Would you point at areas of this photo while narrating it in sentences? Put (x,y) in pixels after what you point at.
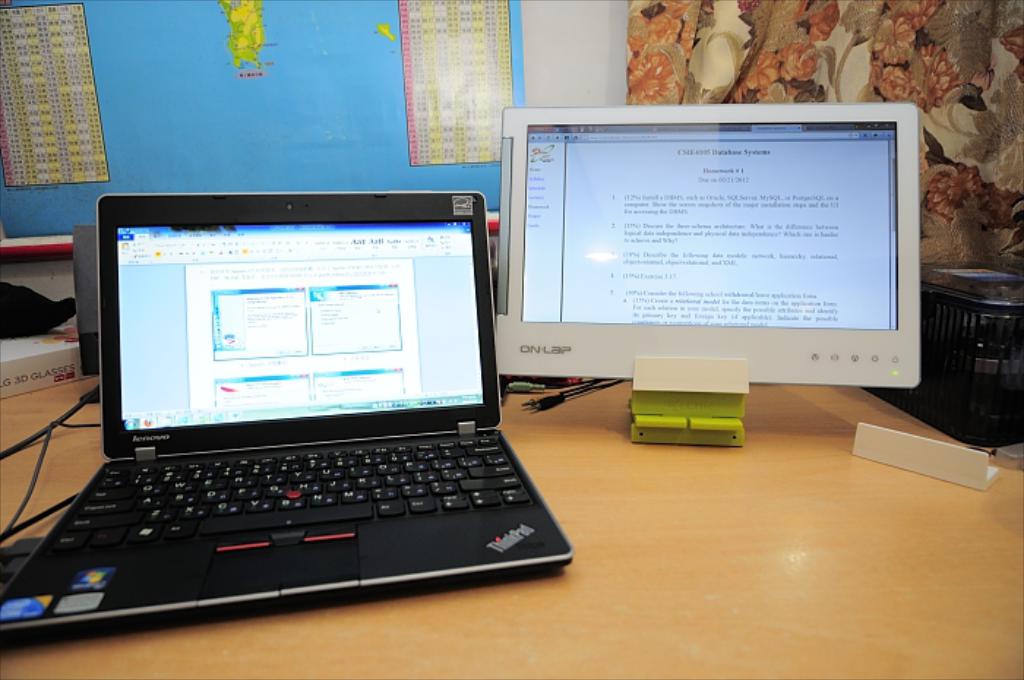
In this picture there is a laptop (514,564) at the left side of the image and a display screen (549,152) at the right side of the image (910,145), there is curtain (775,14) at the right side of the image (990,11), the laptop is placed on the table (688,625).
